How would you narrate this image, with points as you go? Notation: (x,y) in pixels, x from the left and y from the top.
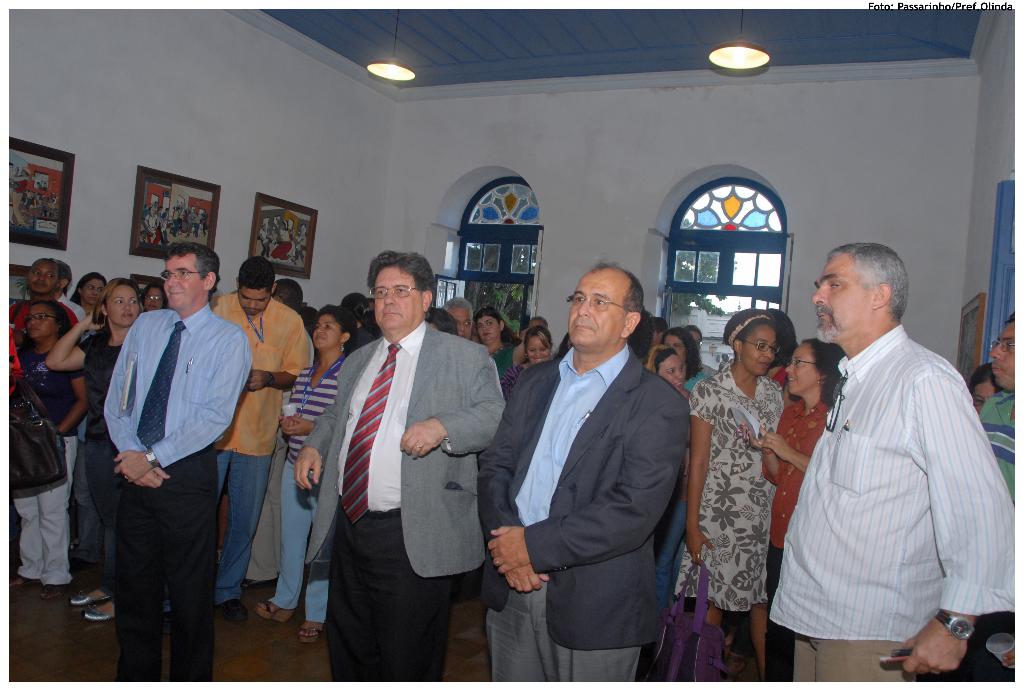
In this picture there are people (622,446) those who are standing in the center of the image (628,393) and there are doors (457,281) in the background area of the image (502,251), there are portraits (58,185) on the wall (83,240), on the left side of the image (295,225) and there are lamps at the top side of the image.
